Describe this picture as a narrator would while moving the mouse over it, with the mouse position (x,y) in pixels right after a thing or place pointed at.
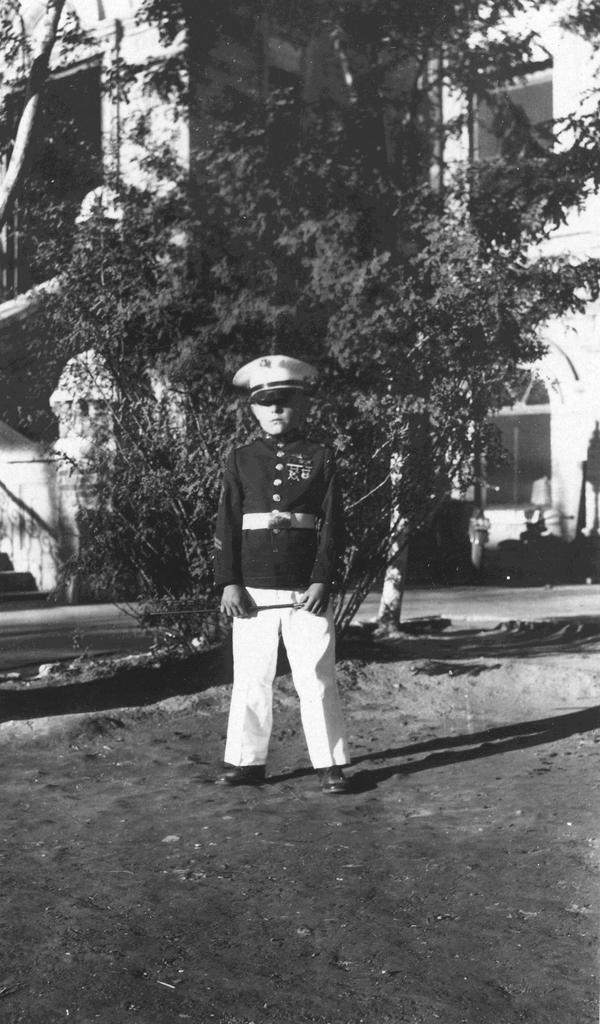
This is the picture of a black and white image and we can see a boy (270,591) wearing uniform (275,600) and a cap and we can see few trees (230,232) and a building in the background (240,302).
